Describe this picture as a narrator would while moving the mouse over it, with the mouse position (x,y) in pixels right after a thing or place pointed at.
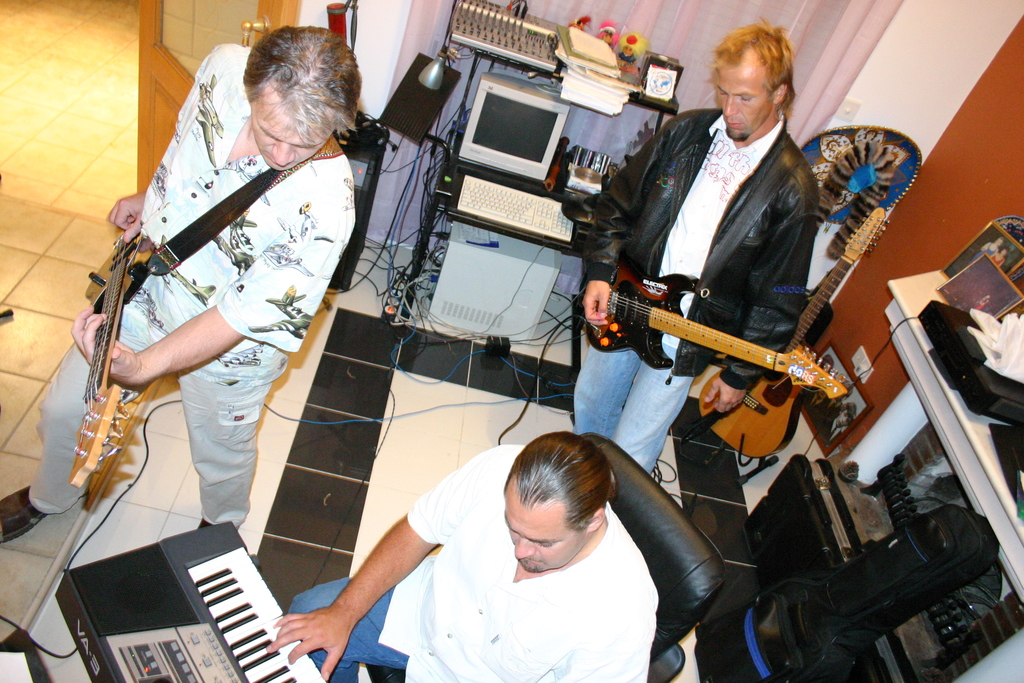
In this image I can see three people (640,664) where one is sitting on a chair (643,493) and two are standing and holding guitars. I can also see a musical keyboard (213,570) a computer system (481,192) and one more guitar (846,265).
